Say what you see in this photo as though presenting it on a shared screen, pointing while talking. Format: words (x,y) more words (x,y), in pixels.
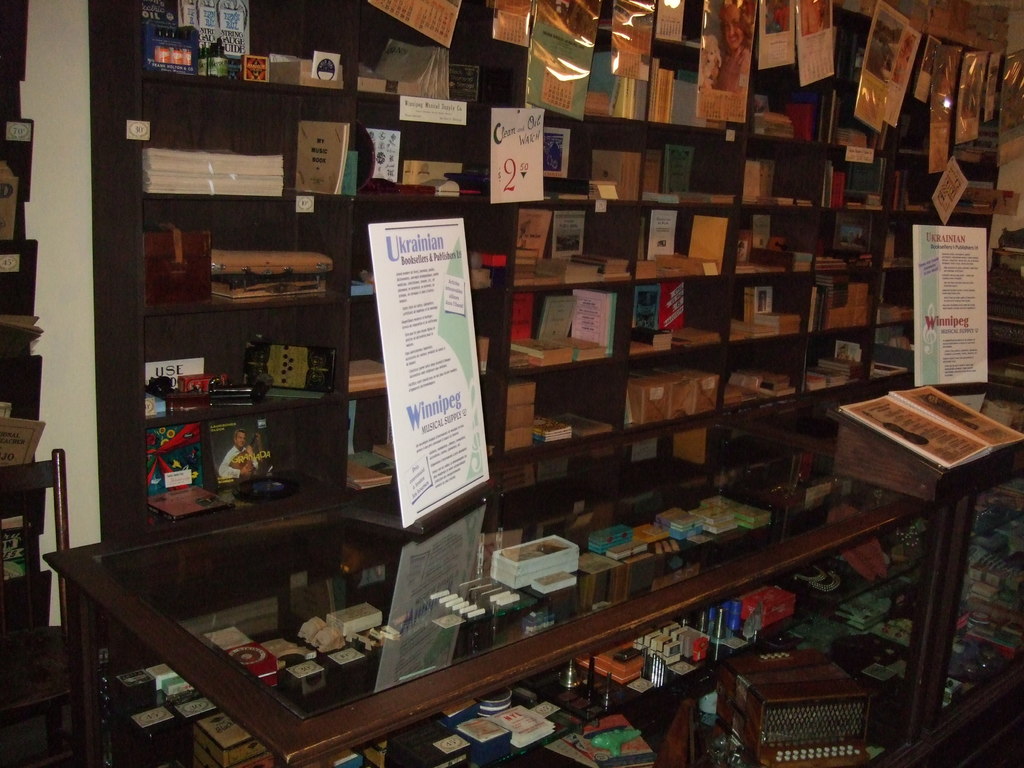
In this image we can see a rack (270,509) with books (330,173), papers (246,182) and some other objects (256,450), there is a chair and a table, on the table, we can see a book (938,427) and boards (960,327) with some text (948,333), in the table (308,580) we can see the some other objects (498,720) and also we can see some posters (679,18).
